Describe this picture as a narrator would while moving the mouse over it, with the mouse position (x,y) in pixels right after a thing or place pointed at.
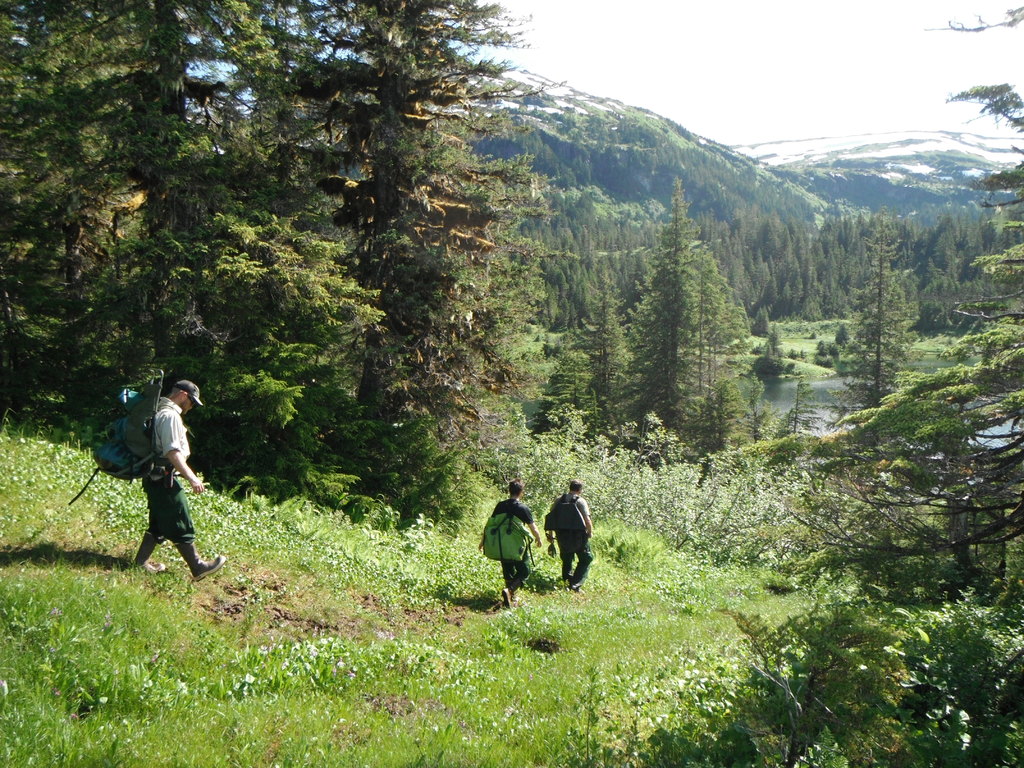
In this image we can see few persons (169,529) are walking on the ground (302,546) and all of them are carrying bags (135,411) on their shoulders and we can see plants (306,519) with flowers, grass (544,613) and trees (916,557). In the background (841,345) we can see water (828,379), trees (681,238), hills (705,151) and clouds (532,39) in the sky (532,39).
